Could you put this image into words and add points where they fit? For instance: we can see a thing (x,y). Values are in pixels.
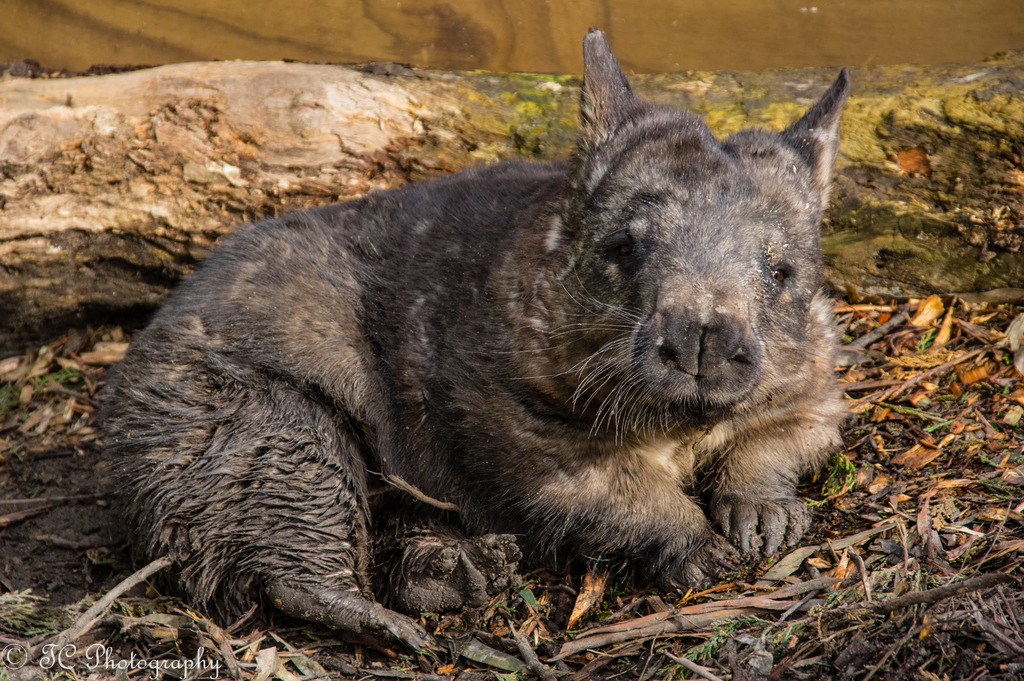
This picture describe about the gray color wombat (592,514) sitting on the ground (426,652). In the front (920,559) bottom side we can see some dry leaves (228,649) on the ground (159,647) and small water mark quote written on the image. In the background (281,67) we can see tree trunk (353,173).
